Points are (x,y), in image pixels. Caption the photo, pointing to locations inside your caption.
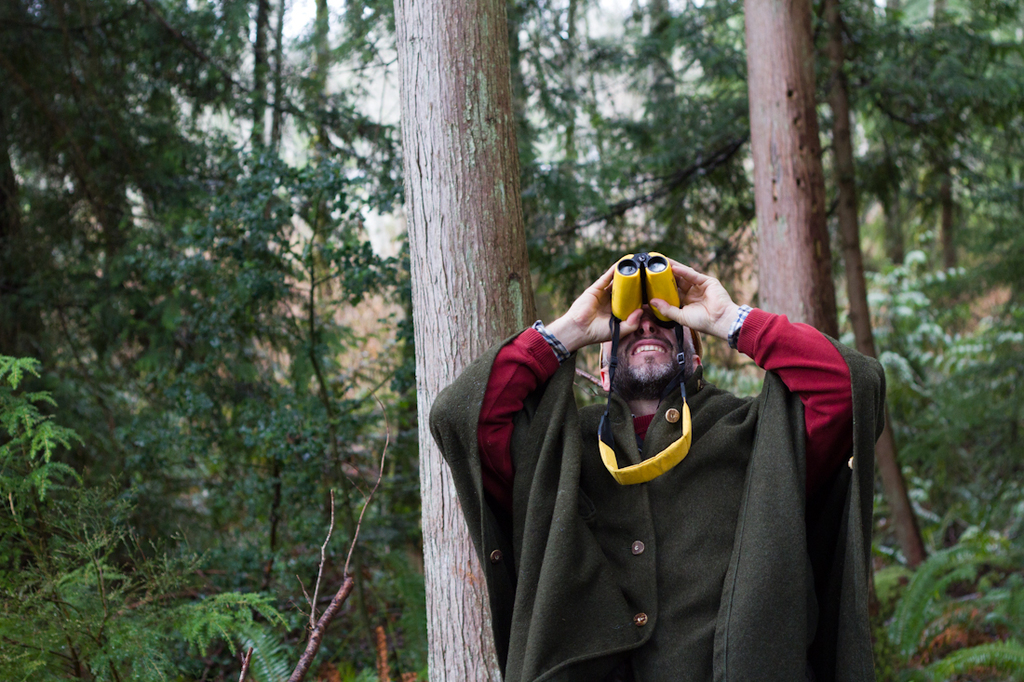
In this picture I can see a man (510,355) holding a binocular (641,258) and I can see trees (615,238) in the background (619,167) and a cloudy sky (392,92).
